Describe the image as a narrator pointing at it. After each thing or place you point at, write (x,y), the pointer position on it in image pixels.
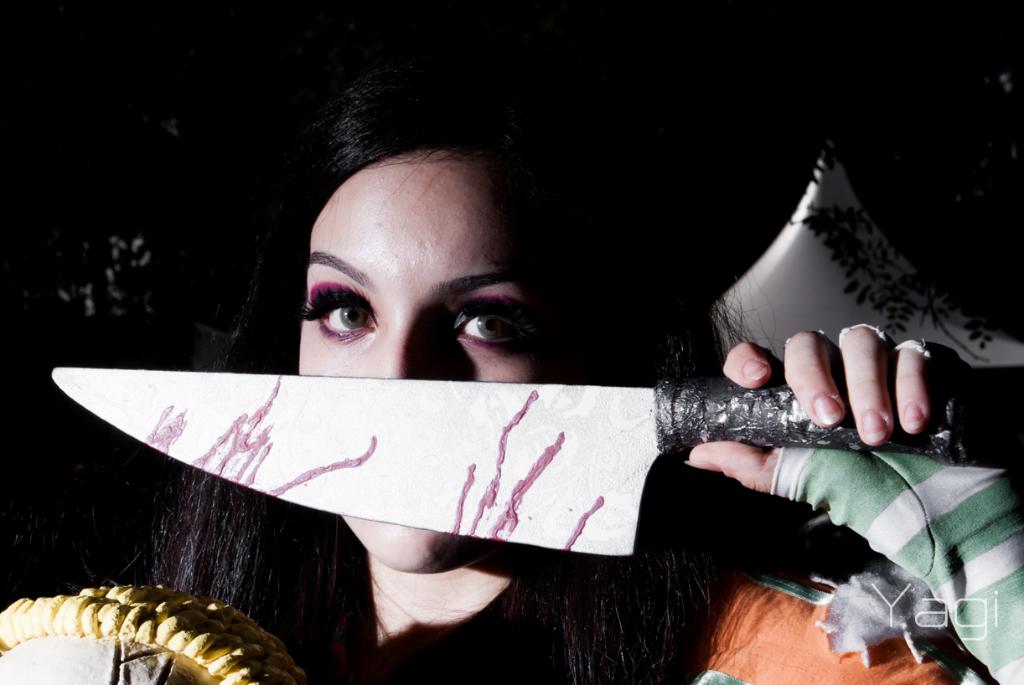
In this image I see a woman (811,650) who is wearing orange, white and green color top (740,670) and I see that she is holding a knife (515,478) in her hand (819,449) and it is dark in the background (758,156) and I see the watermark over here.
